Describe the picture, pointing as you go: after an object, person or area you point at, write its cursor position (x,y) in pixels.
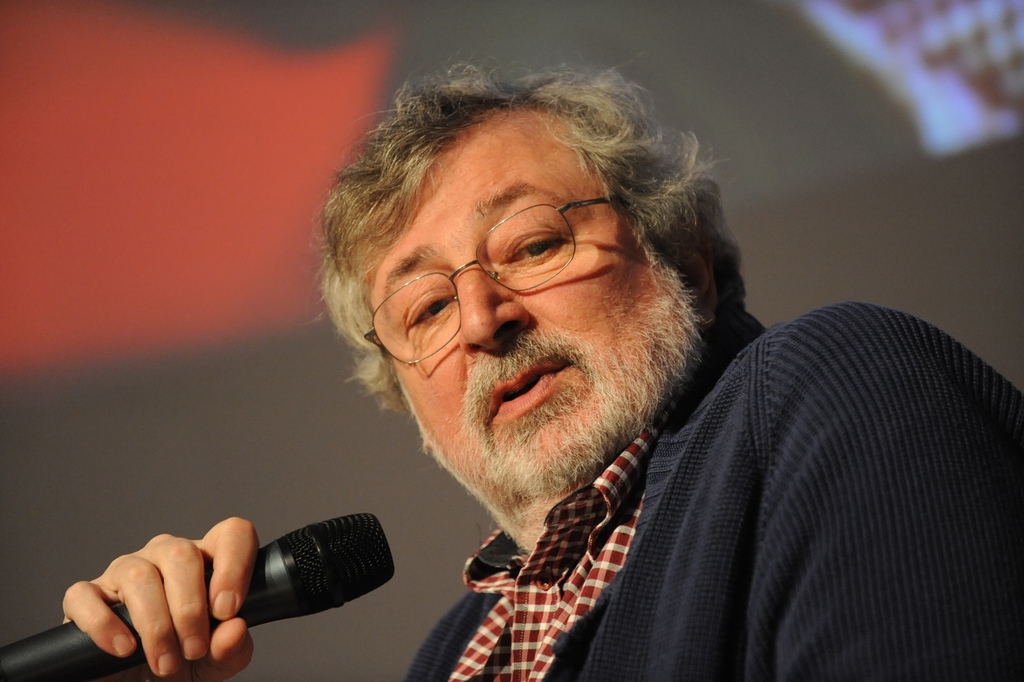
In this picture we can see a man (613,425) wore spectacles (545,245) and holding a mic (263,549) with his hand (232,580) and in the background (788,88) it is blur.
